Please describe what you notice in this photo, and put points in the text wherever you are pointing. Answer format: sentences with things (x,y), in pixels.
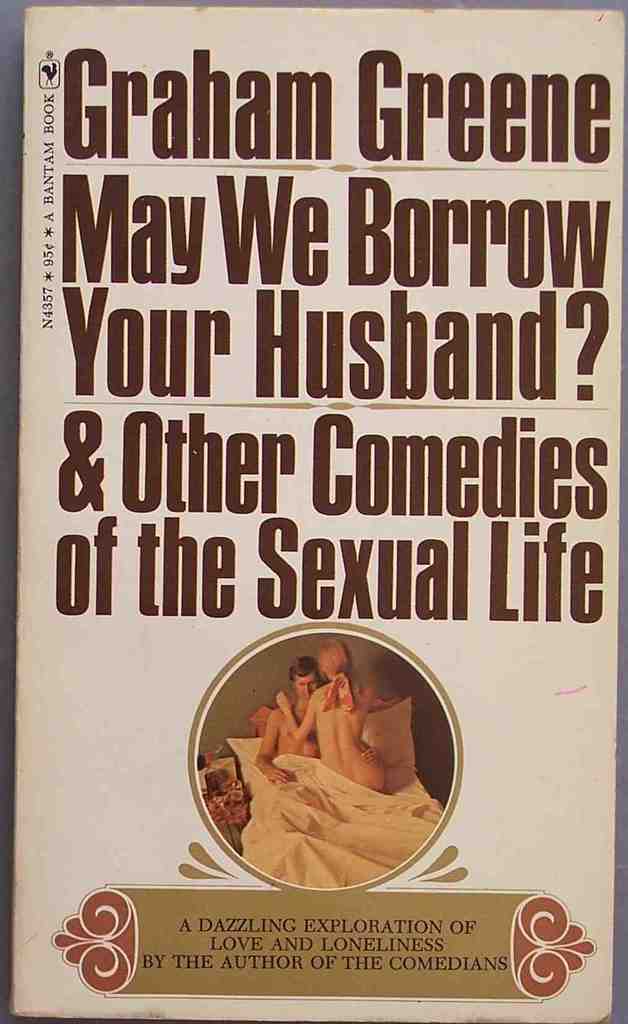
In this image there is a book (23,216) at the top of the book (463,585) there is some text (305,383), at the bottom (333,758) there is man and a woman (335,748) on a bed (310,805) and there is text (296,962).
